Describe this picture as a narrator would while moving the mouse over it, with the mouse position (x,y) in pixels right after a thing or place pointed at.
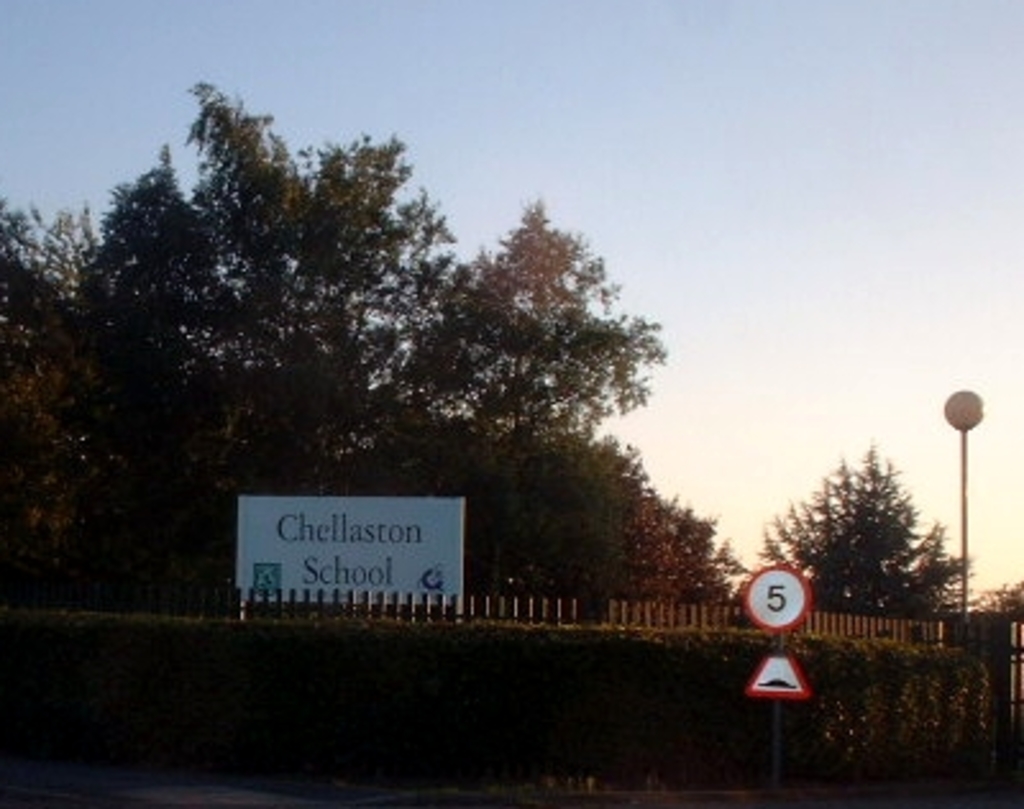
In this picture we can observe two boards (773,617) fixed to this pole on the right side (763,599). There is a lamp (946,403) fixed to the pole (964,462) here. We can observe a white color poster (400,545). In the background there are trees (488,494) and a sky (524,145).
